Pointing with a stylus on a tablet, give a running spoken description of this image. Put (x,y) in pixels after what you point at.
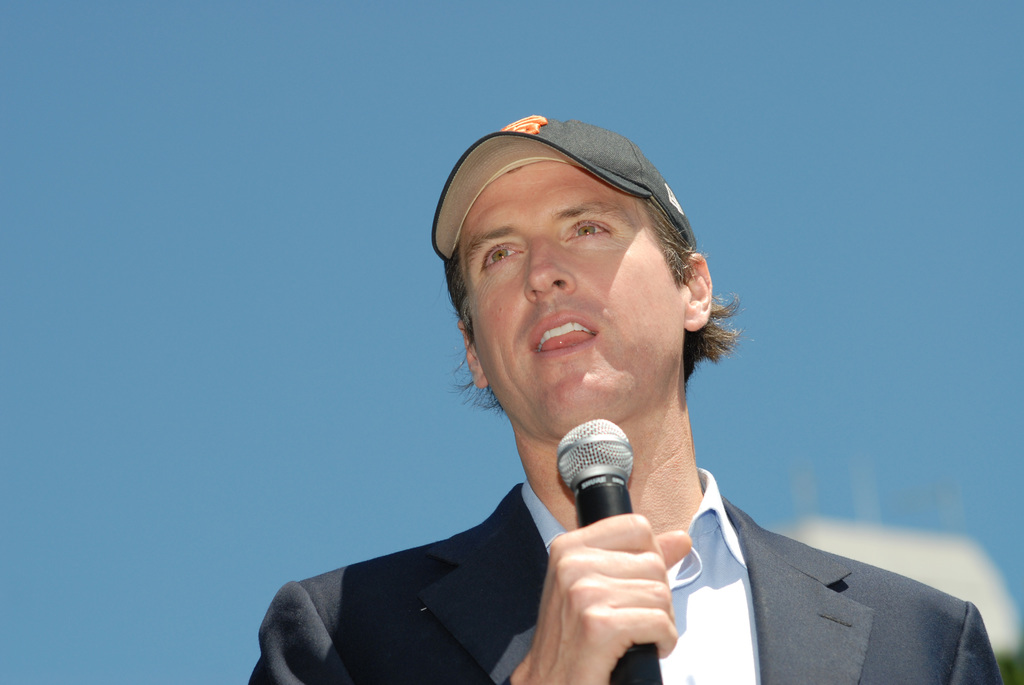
In this image there is a person (455,576) holding microphone (569,449) and he is talking. At the top (403,54) there is a sky (372,290). He is wearing black suit (428,590) and black cap (586,145).
